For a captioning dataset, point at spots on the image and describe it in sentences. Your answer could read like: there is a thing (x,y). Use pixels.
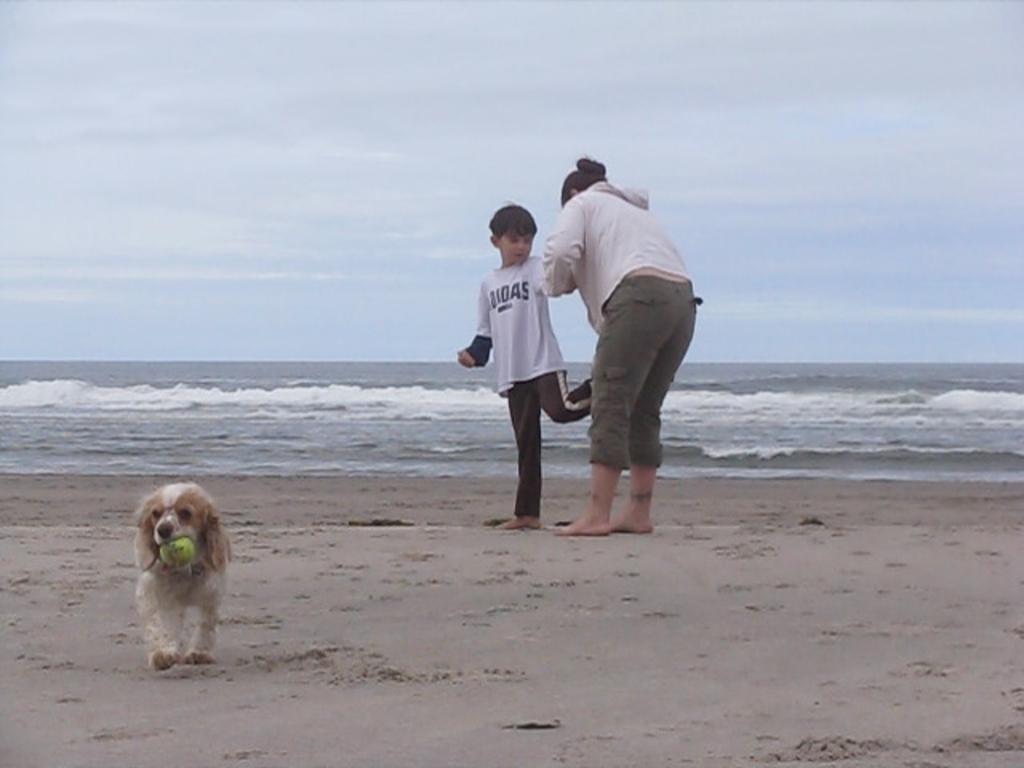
In the image there is a sea (783,394), in front of the sea shore (76,524) there are two people (605,288) and on the left side (191,533) there is a dog (167,521) holding a ball (169,551) with its mouth (178,534).
